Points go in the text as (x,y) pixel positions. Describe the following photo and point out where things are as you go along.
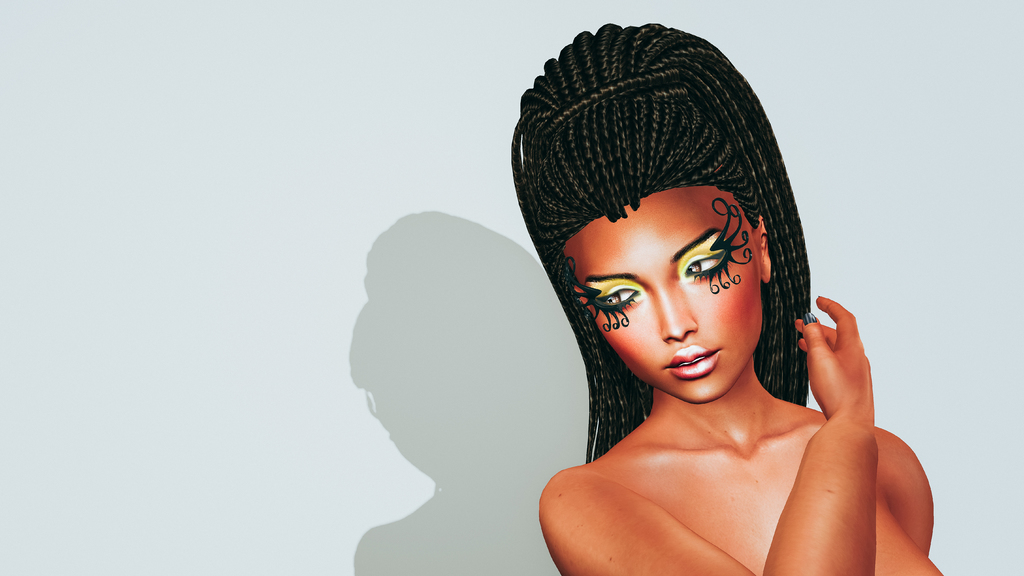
In this image we can see an animated picture with a white background (11,501).
